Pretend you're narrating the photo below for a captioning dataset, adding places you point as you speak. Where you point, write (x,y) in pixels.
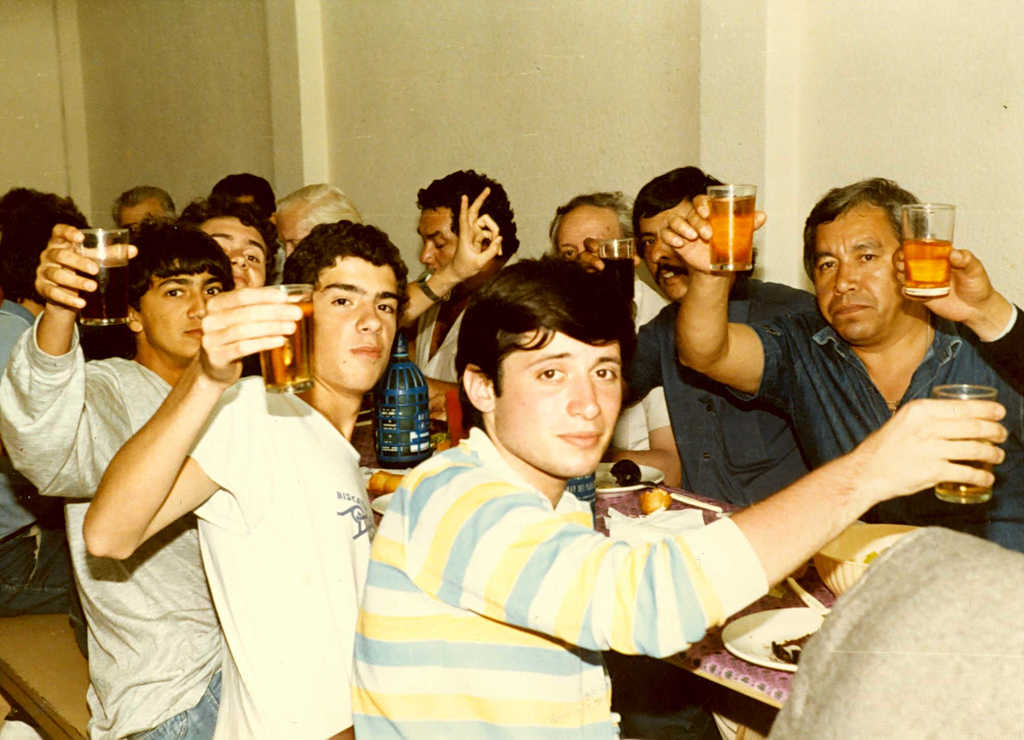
In the image we can see group of persons (291,673) were sitting on the bench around the table (777,607) and they were holding wine glasses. On table (758,604), we can see bottle (411,388), plate (781,621), bowl (850,560) and food item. In the background (961,106) there is a wall (830,110).
